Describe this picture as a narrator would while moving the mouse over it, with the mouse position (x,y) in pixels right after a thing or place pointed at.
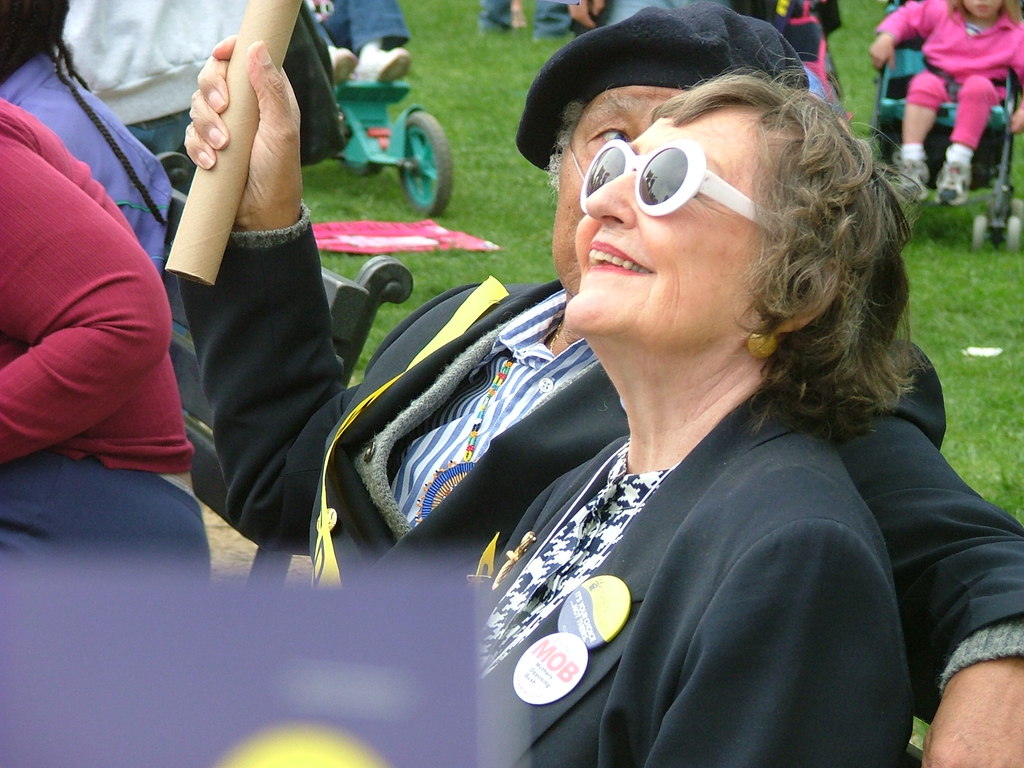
In this image, we can see a few people (666,376). We can see the ground (960,382) covered with grass (987,382) and an object (398,233). We can see some baby trolleys (419,147). We can see a bench (356,287).
